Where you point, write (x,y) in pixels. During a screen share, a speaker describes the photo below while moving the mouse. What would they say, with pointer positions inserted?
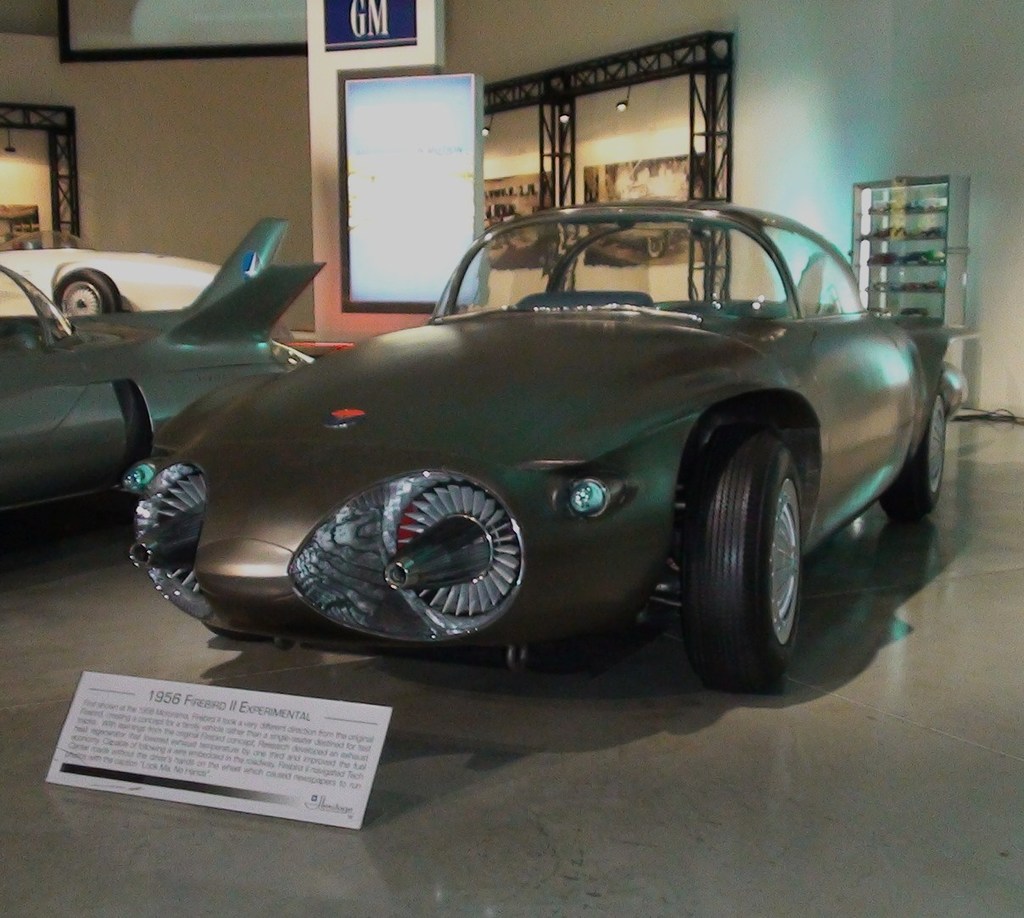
In this image we can see vehicles (603,435), name board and other objects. In the background of the image (118,47) there are frames (601,174), name board (342,25), lights (622,104), iron objects (559,101), wall (871,136) and other objects (933,211).
